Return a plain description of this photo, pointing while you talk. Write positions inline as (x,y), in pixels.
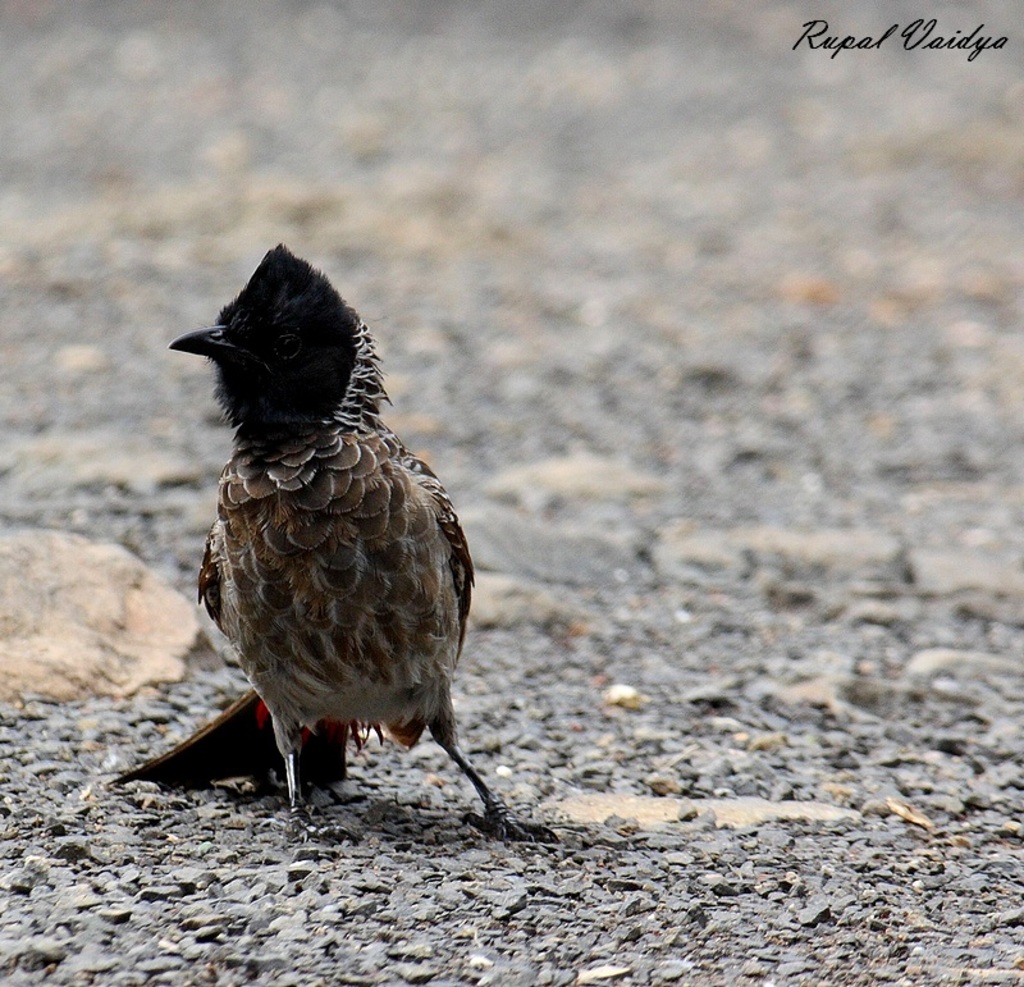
In the center of the image (382,550) there is a bird (237,470) on the ground (457,828).
